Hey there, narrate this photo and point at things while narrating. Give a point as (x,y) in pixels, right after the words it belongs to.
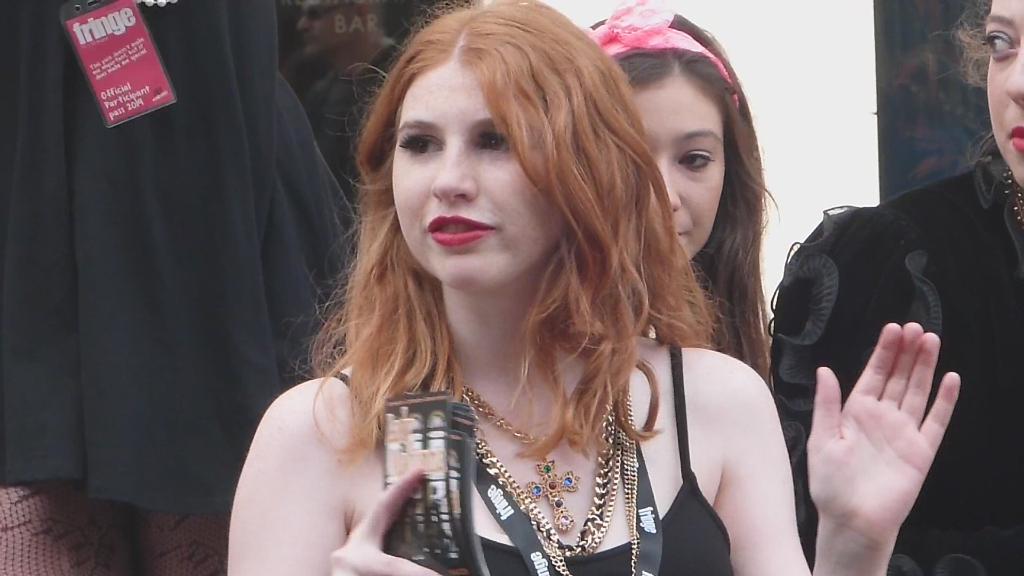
In front of the image there is a lady (702,559) with a tag (518,527) around her neck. And she is holding an object (416,519) in her hand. Beside her on the right side (753,204) there are two ladies (675,175). And on the left side of the image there is a card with text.
